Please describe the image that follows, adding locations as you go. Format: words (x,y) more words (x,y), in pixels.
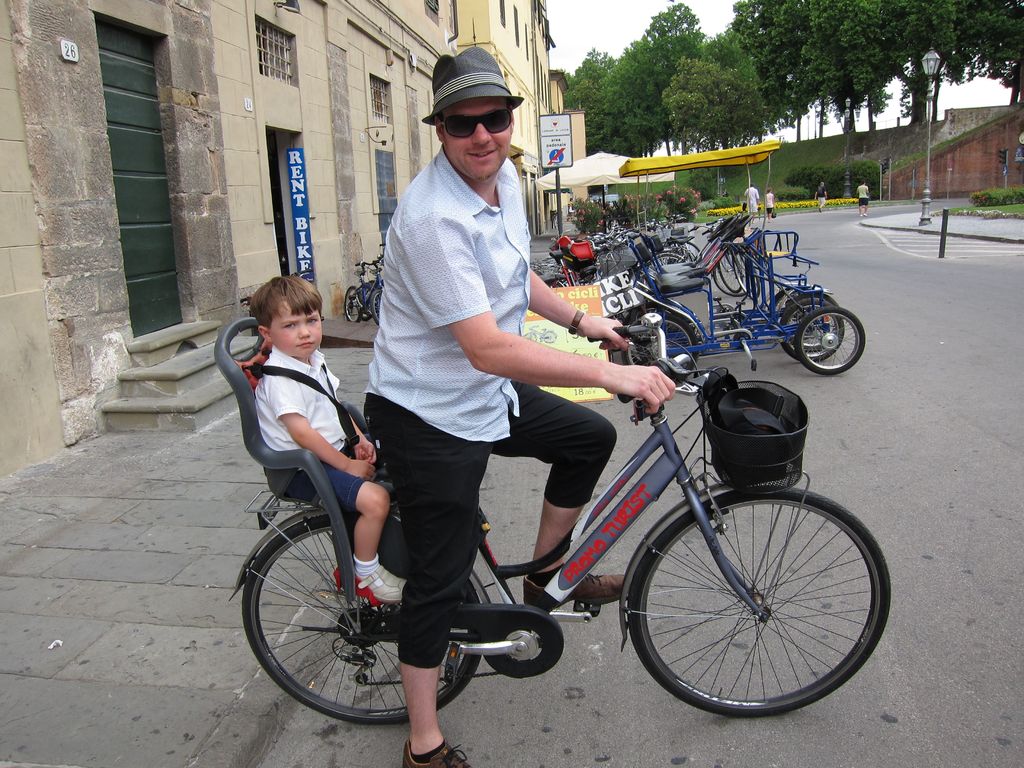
In this picture there is a man (454,335) riding a bicycle (343,599), behind him there is a kid (292,427) sitting on the bicycle (357,599). The man (491,181) is wearing spectacles (468,123) and hat (477,92). There are some vehicles (679,253) parked in the background (694,290). We can observe some trees (589,59) and buildings (358,53) here.
